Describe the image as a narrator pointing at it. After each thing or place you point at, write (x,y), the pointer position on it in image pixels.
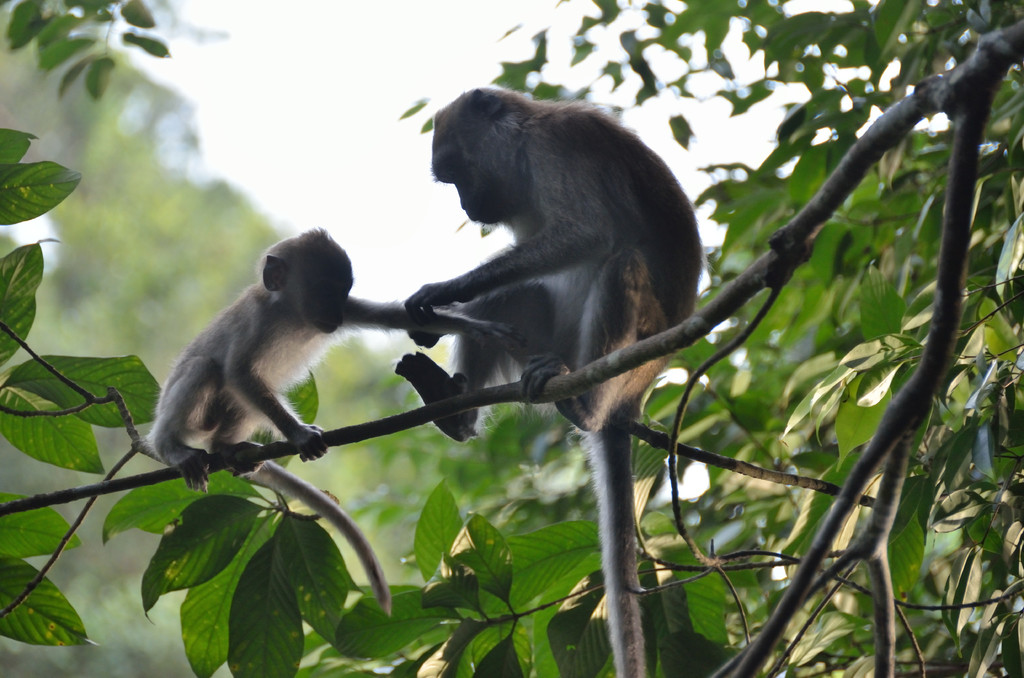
In the middle of this image (485,274), there are two monkeys (438,173) on a branch (984,49) of a tree (907,510). In the background (61,327), there are other trees (246,213) and there are clouds (398,94) in the sky (393,21).
